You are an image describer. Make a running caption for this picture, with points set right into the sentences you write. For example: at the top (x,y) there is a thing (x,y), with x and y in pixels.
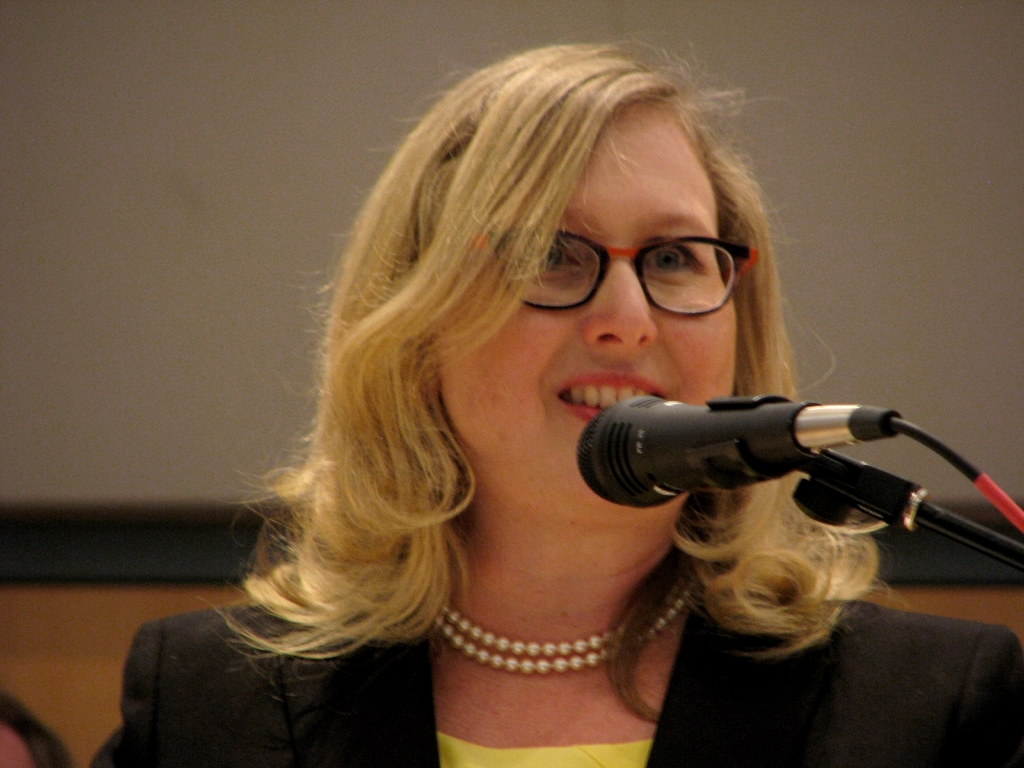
In this image, I can see a woman (390,425) smiling. On the right side of the image (831,440), I can see a mike (817,440) with a mike stand (916,499). In the background (76,507), there is a board (311,170).
